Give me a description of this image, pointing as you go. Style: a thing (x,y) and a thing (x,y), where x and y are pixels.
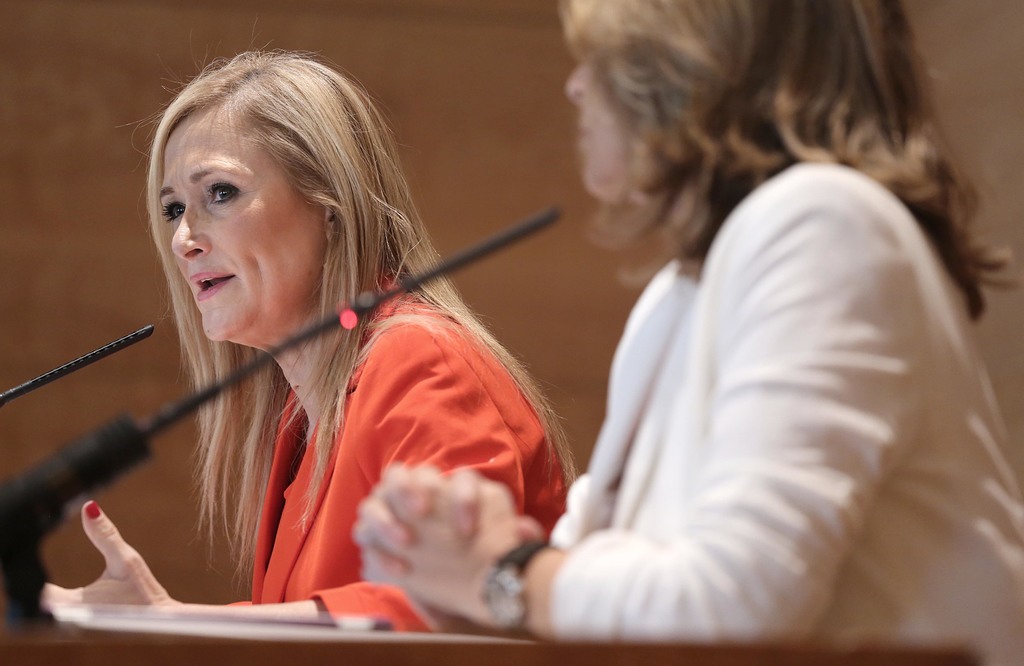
In this image in the foreground (472,406) there are two women (475,341) who are sitting, and in front of them there are mikes (249,371) and one woman (249,314) is talking. At the bottom (128,648) there might be a table (519,653), and in the background (503,141) there is wall (943,90).
